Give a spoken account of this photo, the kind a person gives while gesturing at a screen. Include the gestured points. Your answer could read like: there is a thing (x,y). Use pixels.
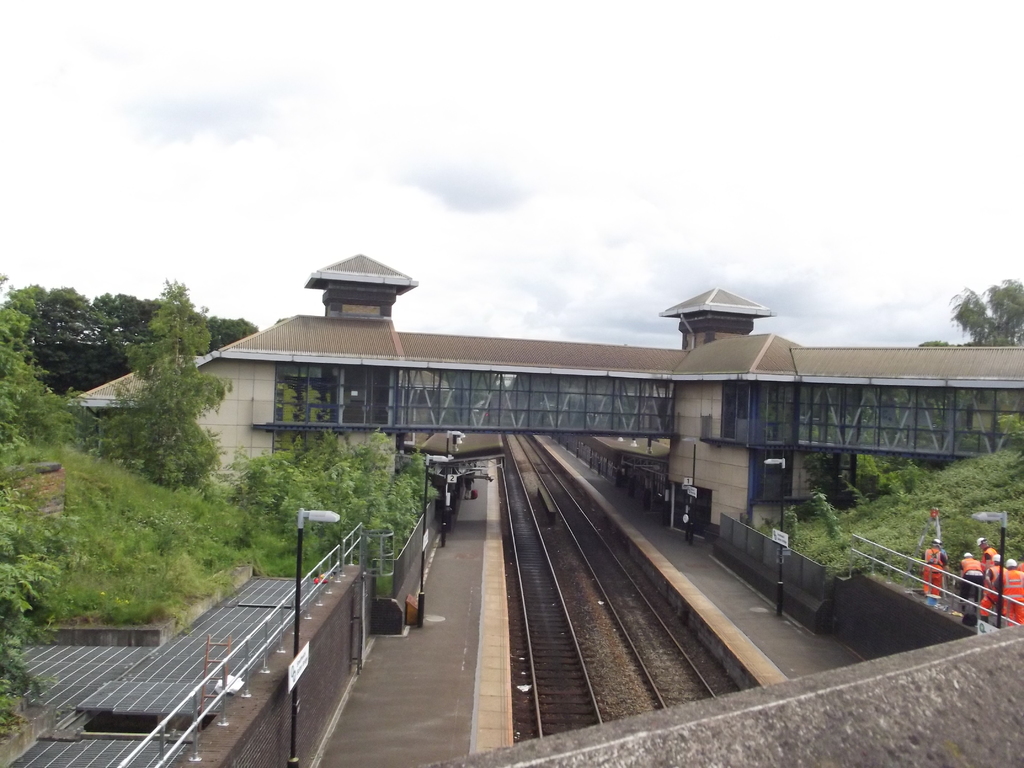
In this picture we can see railway tracks (549,719), platforms (633,537), light poles (443,524), fences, some people (942,560), bridge (829,374), trees (156,415), some objects (921,543) and in the background (607,48) we can see the sky (539,154).
